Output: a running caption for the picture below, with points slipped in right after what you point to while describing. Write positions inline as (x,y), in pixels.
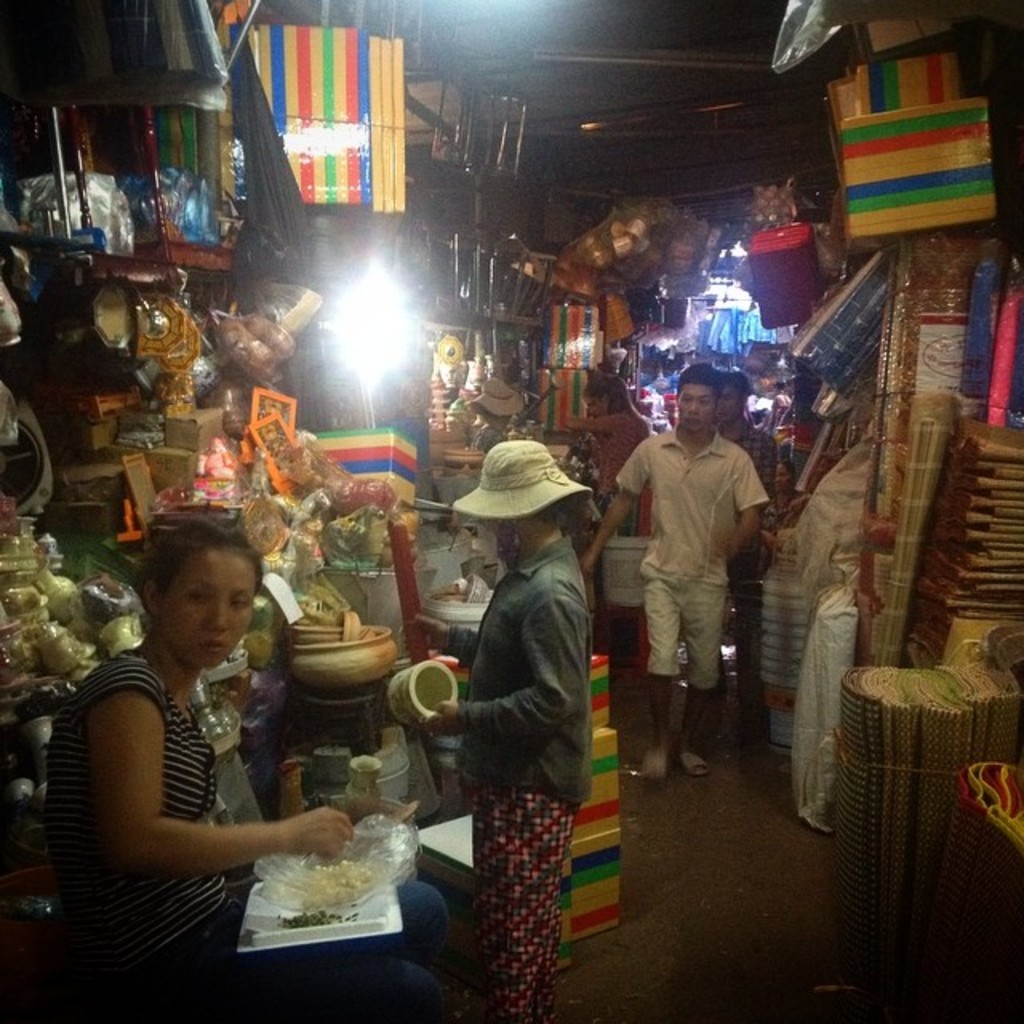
This picture might be taken in a market (588,795), in this image there are some stores (734,357) and in the stores (262,389) there are some baskets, pots (342,645) and some other objects (928,193). And there are some persons (565,621) who are walking, and some of them are buying something. At the bottom (679,874) there is a walkway (712,892), on the left side (179,764) there is one woman (164,665) who is sitting and she is holding a cover (327,899) and some object (268,924) and also in the background (365,328) there are some lights (384,328).
